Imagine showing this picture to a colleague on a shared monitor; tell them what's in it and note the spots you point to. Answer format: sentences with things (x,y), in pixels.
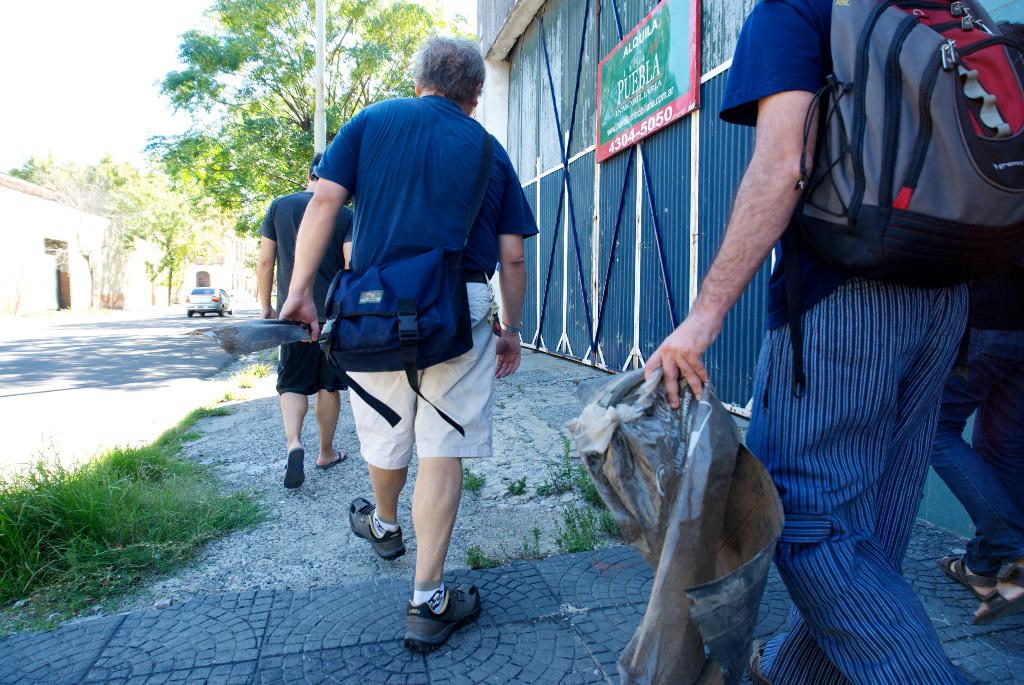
In the image there are few men (883,368) walking on the pavement (224,657) with bags (393,343). There is road (91,424) beside them, there are trees (280,103) in the front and car (217,299) going on the left side (194,299) in front. There is grass (134,490) near the pavement (224,470).
